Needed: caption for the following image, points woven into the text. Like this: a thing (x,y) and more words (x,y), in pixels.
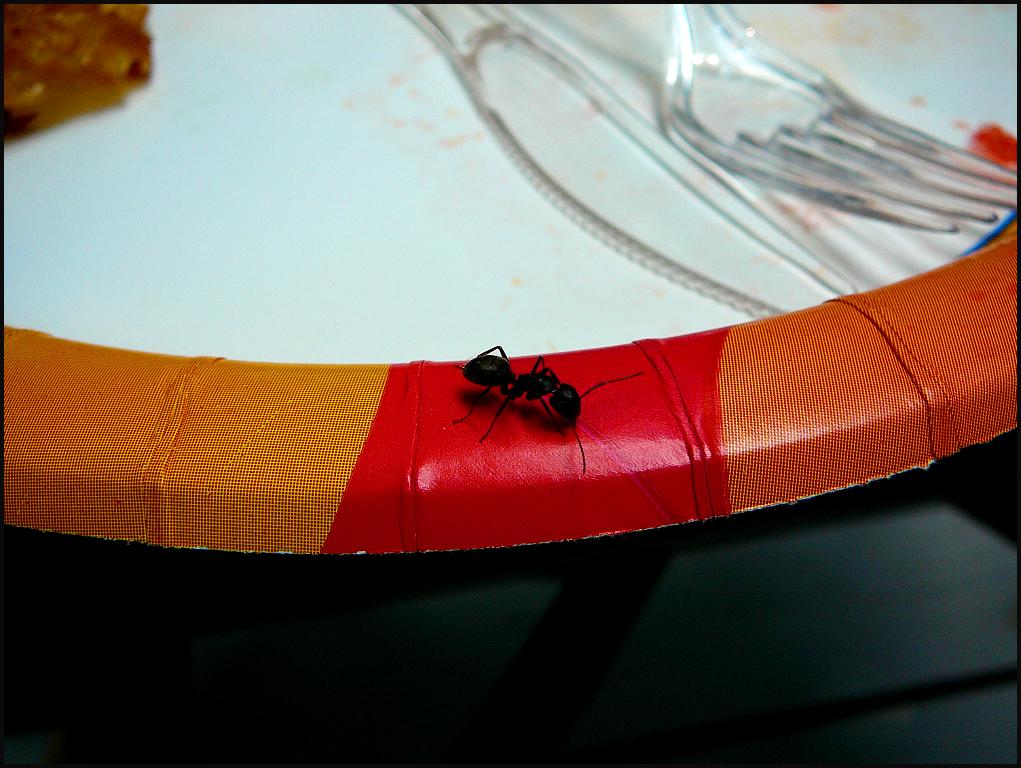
In this image there is a plate (808,471), knife (466,66), fork (797,173) and an object (123,100). We can see an ant (566,412) on the plate (582,408).
